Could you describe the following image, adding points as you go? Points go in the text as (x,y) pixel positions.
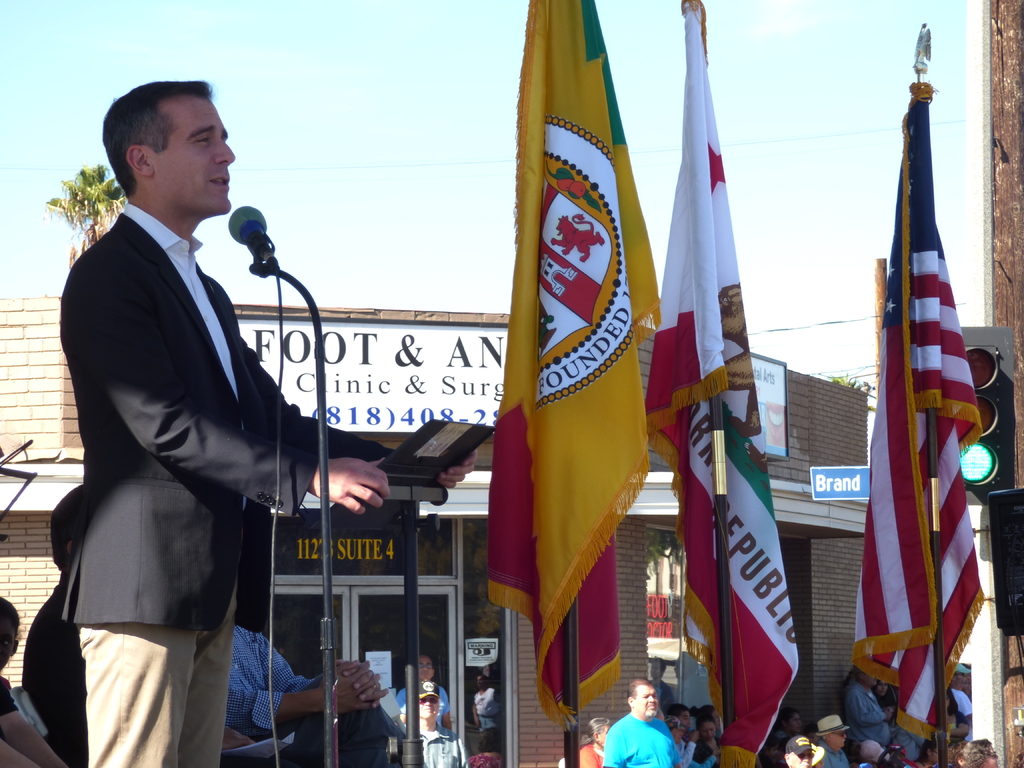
In this image on the left (244,451) there is a man (172,467) standing and speaking. There are flags (597,438) in the front (762,534) and in the background (288,705) there are persons (691,719). There is a building (821,517) and there are boards (454,395) with some text (409,420) written on it and there is a tree (98,208) and the sky (833,202) is clear.
